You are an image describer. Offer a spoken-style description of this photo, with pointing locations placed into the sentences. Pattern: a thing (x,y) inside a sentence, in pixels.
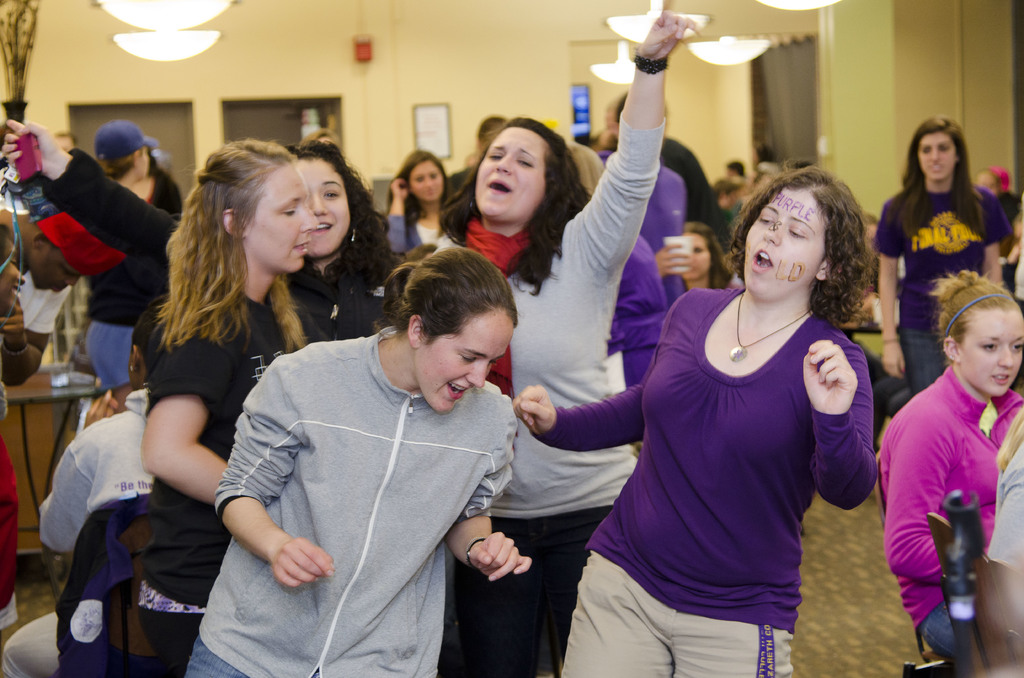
In this picture, we can see a group of people (478,420) some are standing on the floor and some people (923,566) are sitting on chairs (133,562) and behind the people (306,224) there is a wall (421,93) with a photo frame (428,110) and other items (365,53) and there are ceiling lights (622,58) on the top (199,12).
